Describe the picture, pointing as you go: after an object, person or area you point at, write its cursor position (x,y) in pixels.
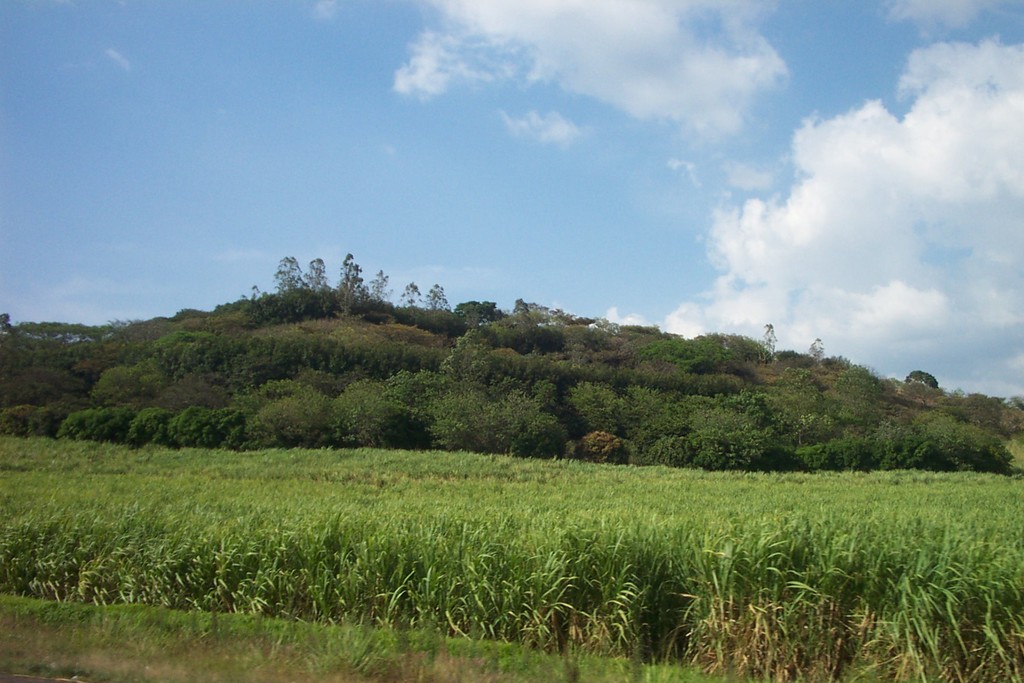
In this picture we can see plants (681,555), trees (643,410) and clouds (873,247).
